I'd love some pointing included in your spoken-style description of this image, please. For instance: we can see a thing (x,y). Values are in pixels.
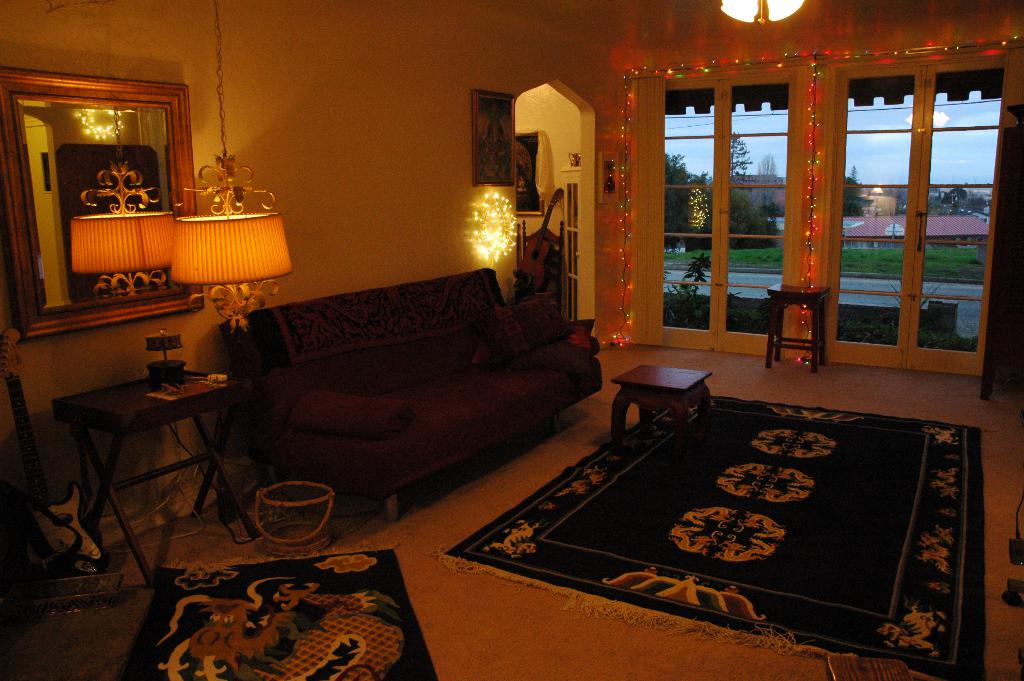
In this image I can see there is a lamp light (208,269), a couch (419,358), a mat (825,506), a stool (773,363), a white color wall (249,106) and a window (715,205) in the room (808,155).
